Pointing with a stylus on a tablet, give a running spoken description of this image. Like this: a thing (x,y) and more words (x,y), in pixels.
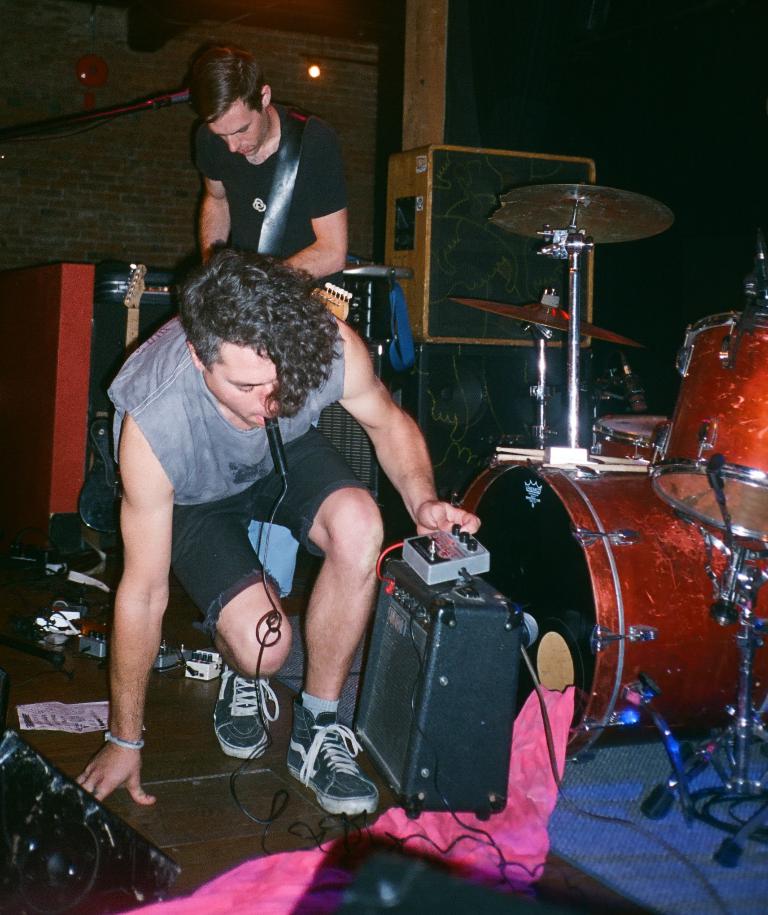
In this image, we can see persons (253,208) wearing clothes (250,211). There are musical drums (580,549) on the right side of the image (673,529). There are speakers (488,289) and musical equipment (451,656) in the middle of the image (358,433). There is a wall (122,179) in the top left of the image (121,192).
